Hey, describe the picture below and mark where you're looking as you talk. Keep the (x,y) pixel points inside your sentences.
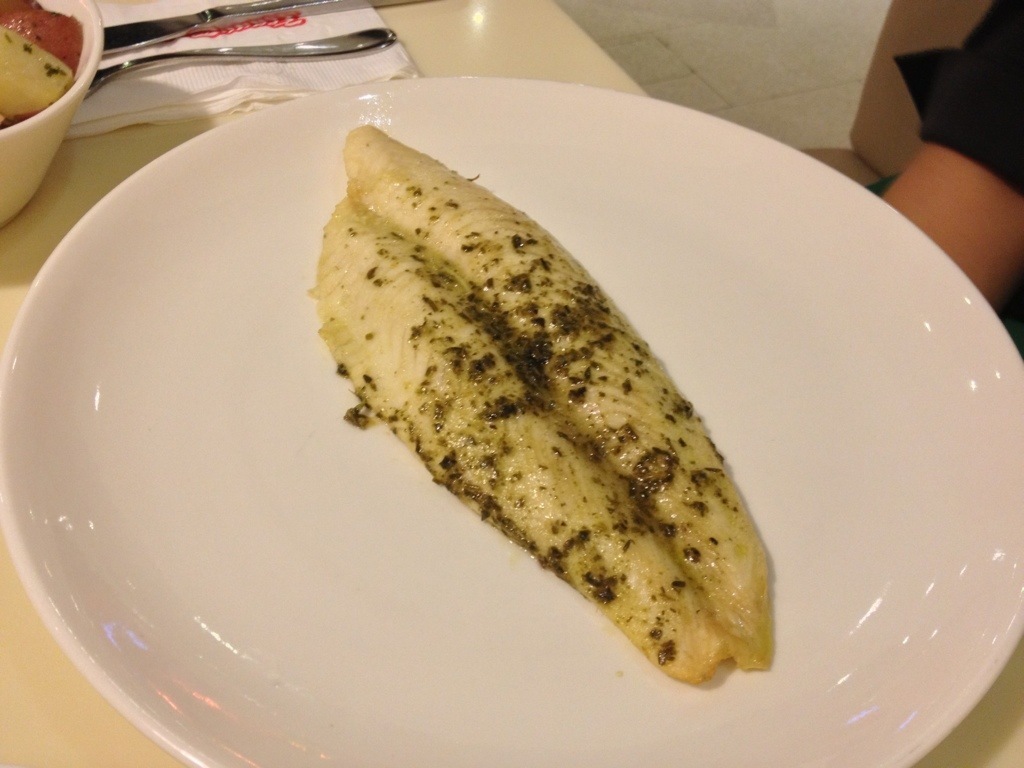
In this image, I can see a plate (377,614), which contains food item (638,563) in it. I can see a knife (188,15), spoon (233,57), tissue papers (171,99), bowl (37,122) and plate (285,151) are placed on the table (477,41). On the right corner of the image (934,153), I think this is a person (947,161) sitting.
